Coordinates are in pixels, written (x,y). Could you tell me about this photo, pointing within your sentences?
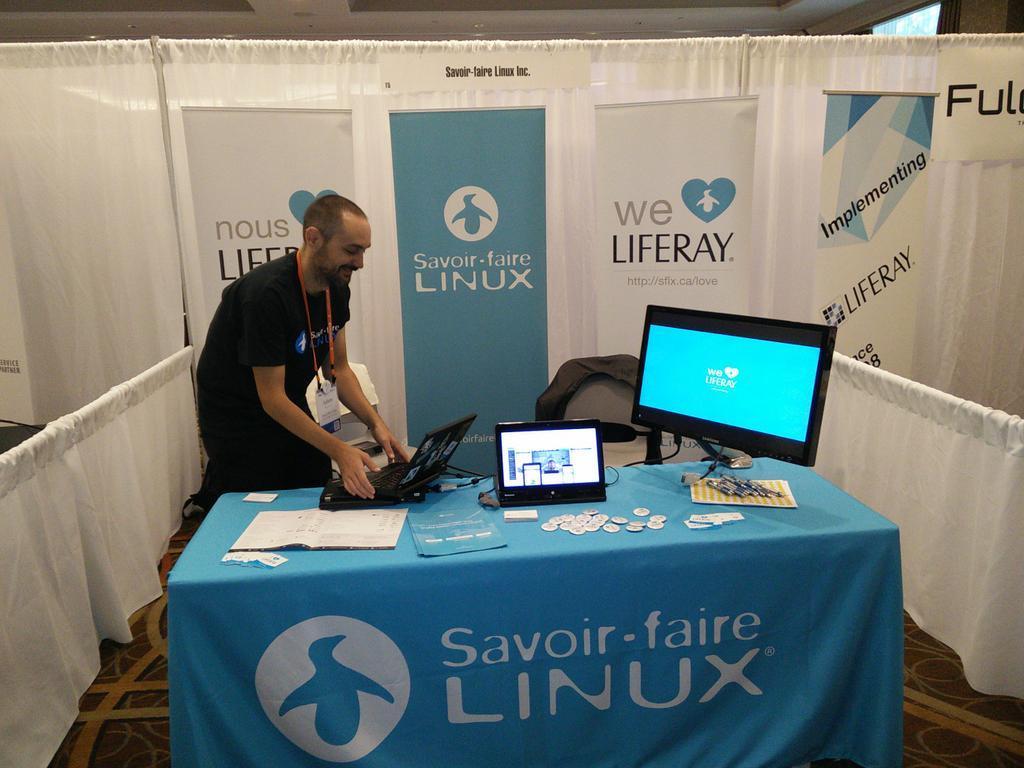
In this image there is a man (267,338) standing on the floor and looking at the laptop (437,442) which is in front of him. There is a table (615,596) in the middle (624,495) on which there are books (386,519), desktop (714,391), buttons (592,523) and a laptop (549,474). In the background (560,100) there is a curtain (327,82) to which there are several banners (720,177). There are curtains (41,479) on either side of the table (516,570).
